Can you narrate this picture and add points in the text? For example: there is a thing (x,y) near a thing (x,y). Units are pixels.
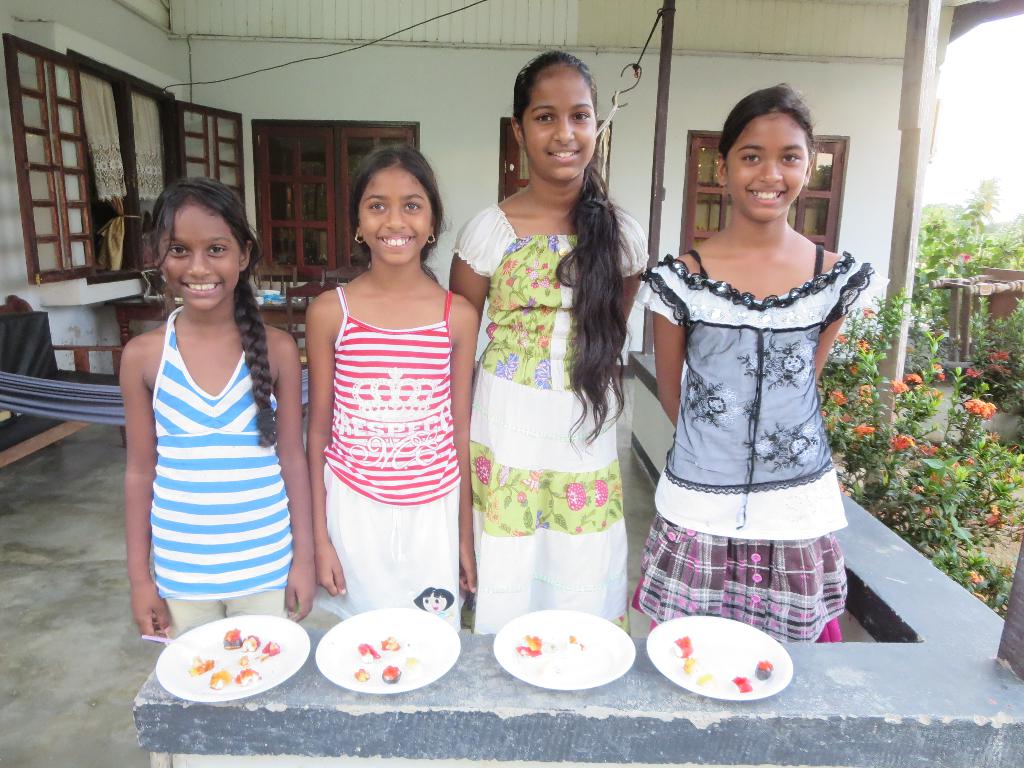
In this picture we can observe girls (482,363) standing and smiling. In front of them there is a desk (186,704) on which we can observe four plates (591,655) which are in white color. We can observe some plants (892,424). In the background (344,154) we can observe windows (335,143) which are in brown color and a wall (335,89) which is white color.
